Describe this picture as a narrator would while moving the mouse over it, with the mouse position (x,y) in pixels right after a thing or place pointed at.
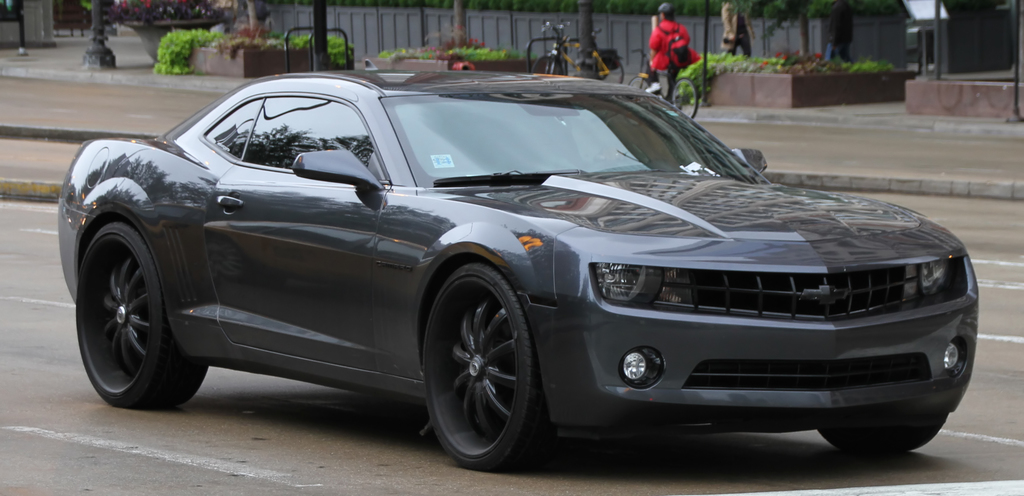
In the image we can see a vehicle (513,286) on the road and these are the headlights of the vehicle (970,356). There is a person (666,63) wearing clothes (660,61), cap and carrying a bag (672,52) on the back (677,50). These are the bicycles (556,54), grass (490,57), pole (100,41) and white lines (182,461) on the road (175,476).
